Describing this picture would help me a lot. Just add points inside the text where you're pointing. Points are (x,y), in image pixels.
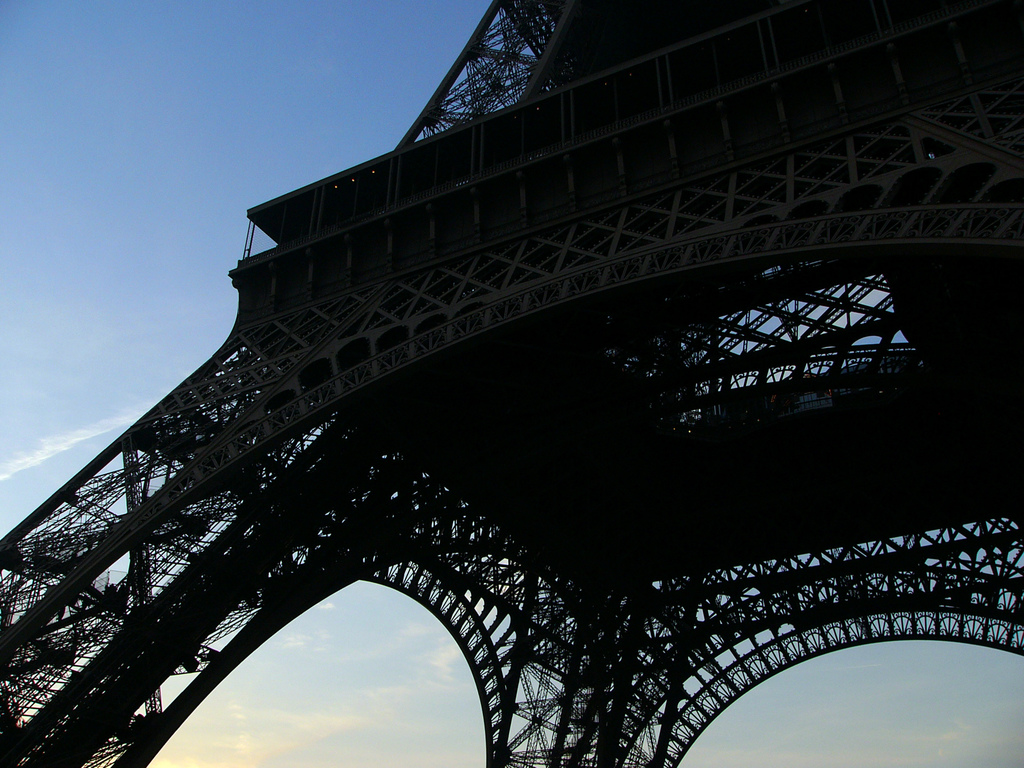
In this image we can see there is a tower (646,283). In the background (140,204) there is a sky (237,121).
